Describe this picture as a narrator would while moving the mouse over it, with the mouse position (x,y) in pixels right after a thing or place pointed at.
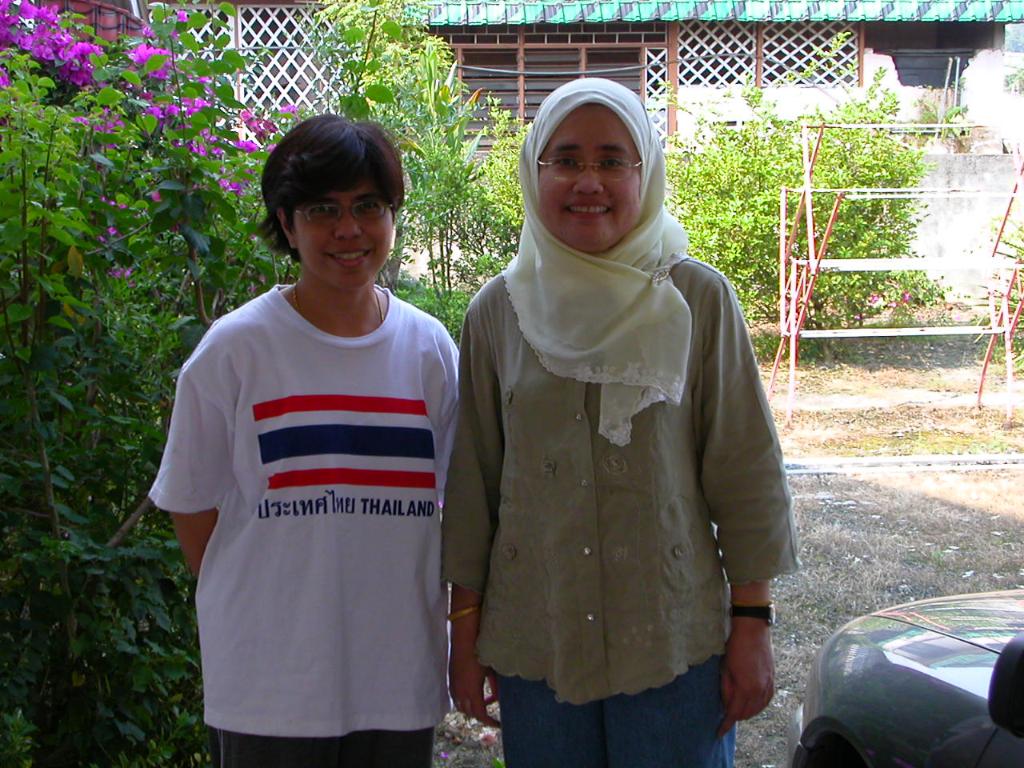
In this picture we can see two women (326,536) smiling and standing. Behind the women (362,354), there are trees (403,258), a house (488,145) and an object (791,392). In the bottom right corner of the image (871,719), there is a vehicle (864,724) on the grass (768,719).
